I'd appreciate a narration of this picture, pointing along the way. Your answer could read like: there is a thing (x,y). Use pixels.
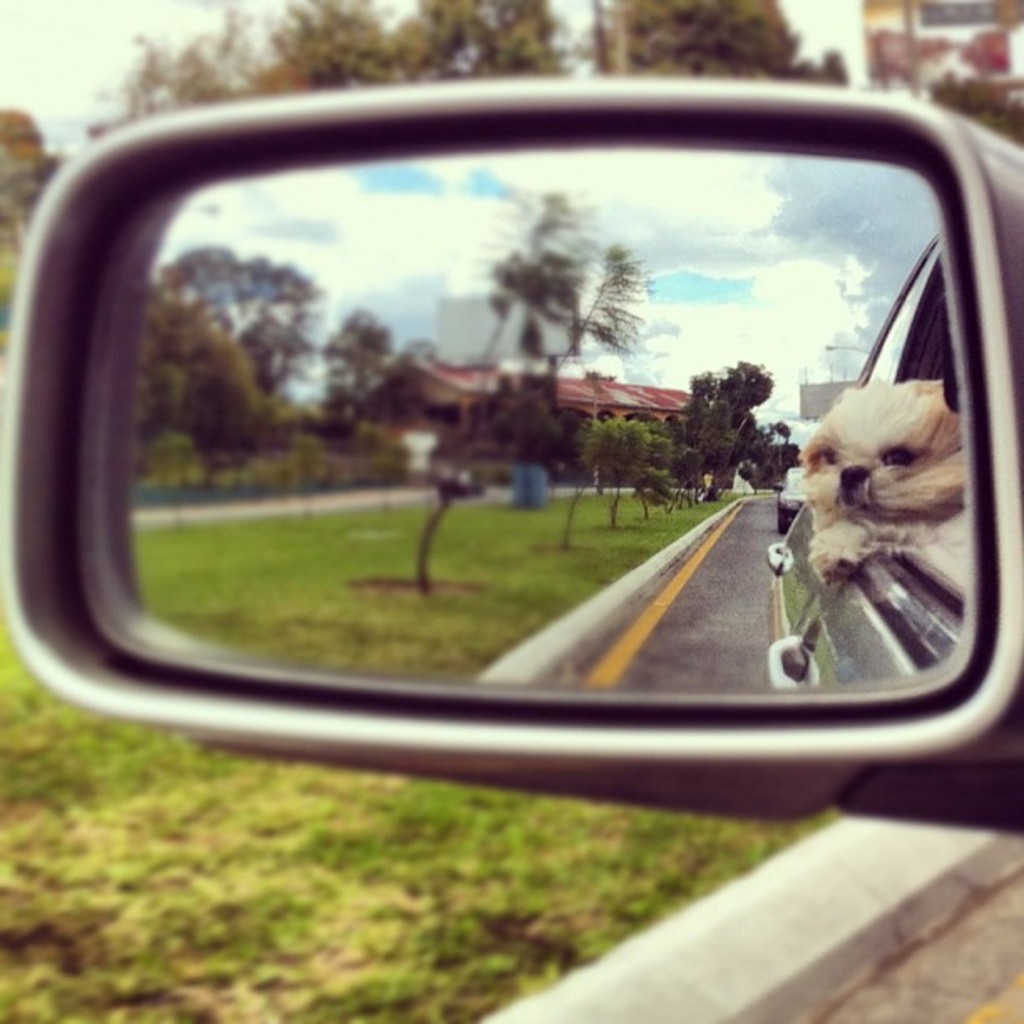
In the center of the image (421,441) we can see a mirror (513,632) of a car (956,601). In the mirror (690,723) we can see a reflection (818,563) of a dog (829,486), trees (644,420), building (577,416) and sky (681,299). In the background (197,50) there are trees (644,28) and grass (209,914).
